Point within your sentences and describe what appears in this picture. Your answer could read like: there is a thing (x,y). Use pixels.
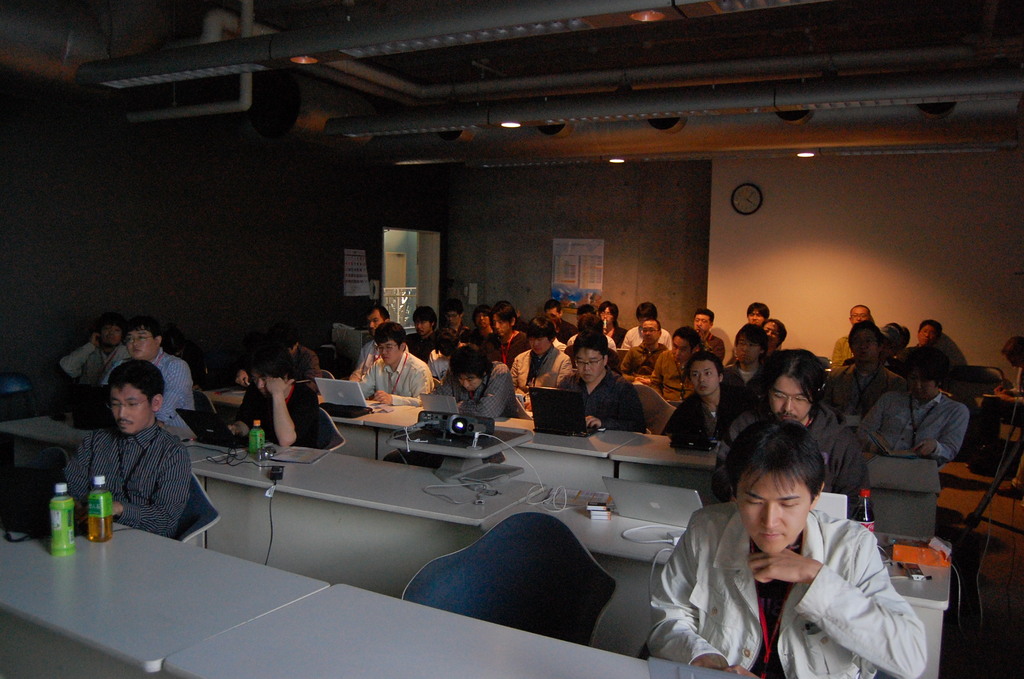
There are group of people (613,340) sitting in chairs (523,412) and there is a table (517,499) in front of them which has laptops (331,386) on it and there is also a projector (459,426) in front of them.
